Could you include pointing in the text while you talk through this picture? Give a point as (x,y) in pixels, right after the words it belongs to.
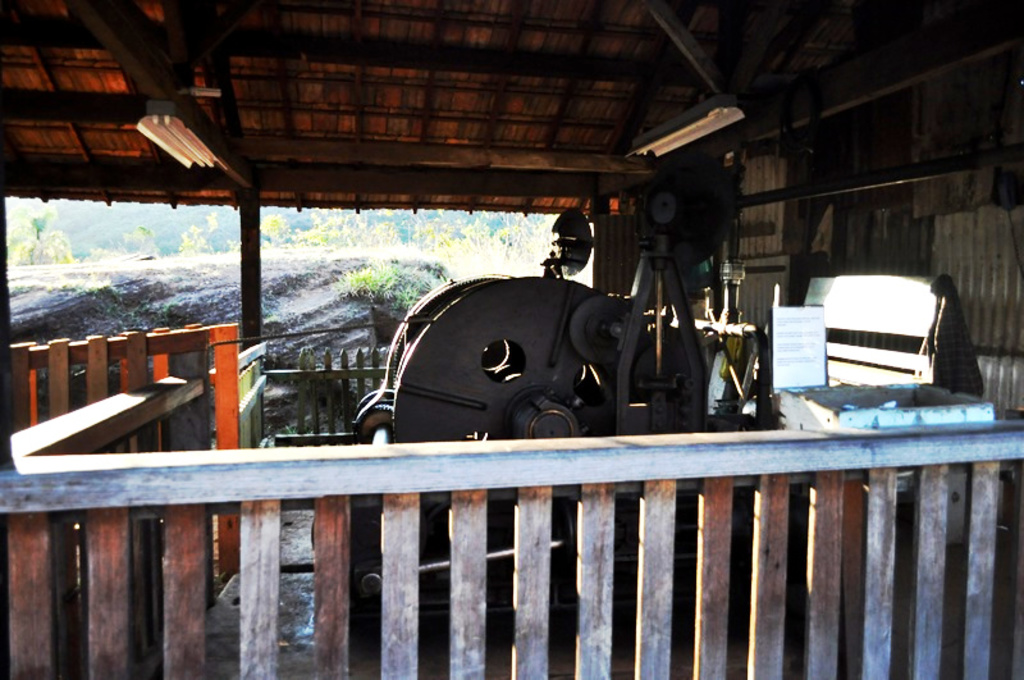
In the background (261,226) we can see trees (458,228). Here under the shed (538,105) we can see a machine (693,370). Here we can see wooden railing (528,593).
